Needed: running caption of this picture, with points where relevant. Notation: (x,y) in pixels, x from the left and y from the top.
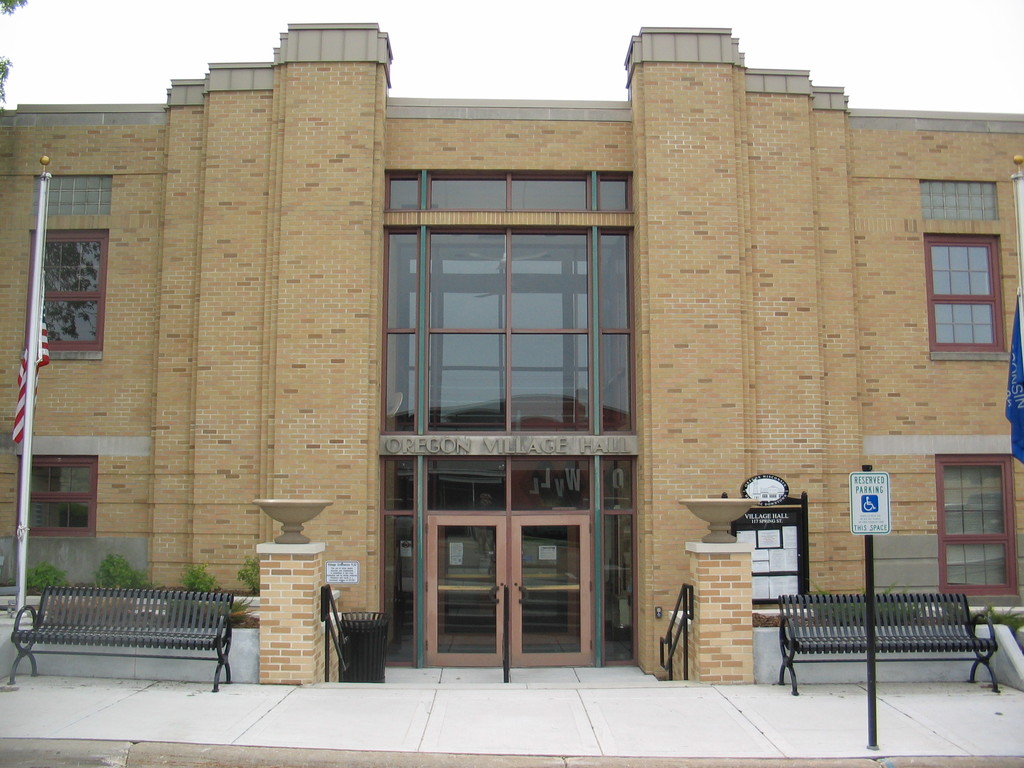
In the center of the image (462,360) there is a building (515,404). At the bottom of the image (877,610) we can see road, sign boards (878,531), benches (116,654) and dustbin (384,653). On the left side of the image (17,531) there is a pole (27,472) and flag (39,373). In the background (22,51) there is a sky (253,17).
